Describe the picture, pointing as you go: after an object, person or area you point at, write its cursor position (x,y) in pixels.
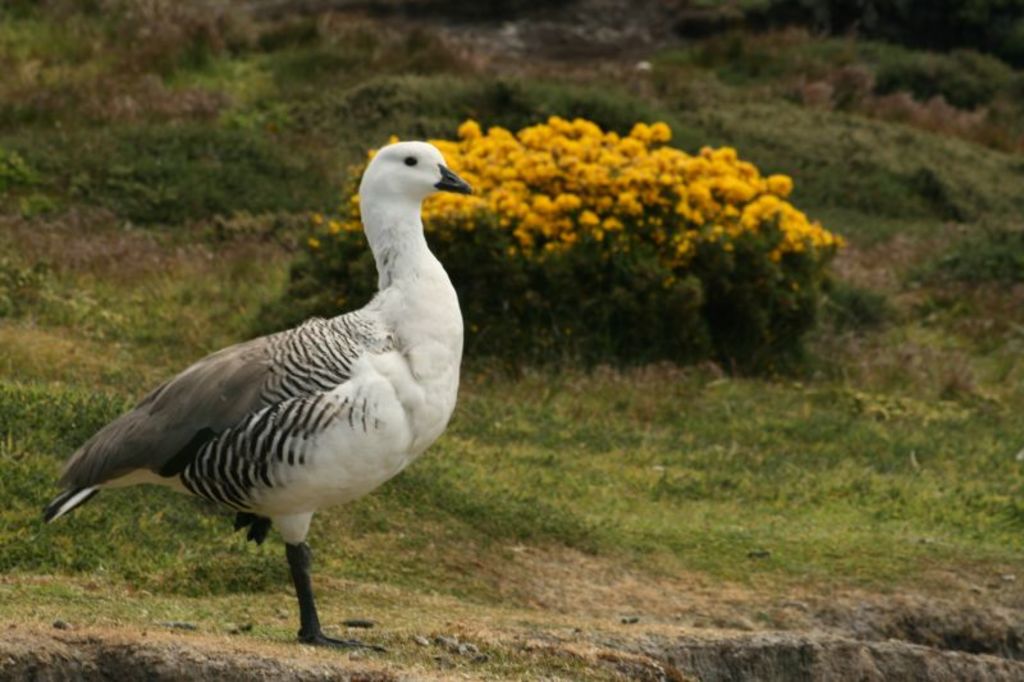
In this image I can see the bird (386,386) and the bird (376,386) is in white and gray color. In the background (517,171) I can see few flowers (509,206) in yellow color and plants (394,132) in green color.
